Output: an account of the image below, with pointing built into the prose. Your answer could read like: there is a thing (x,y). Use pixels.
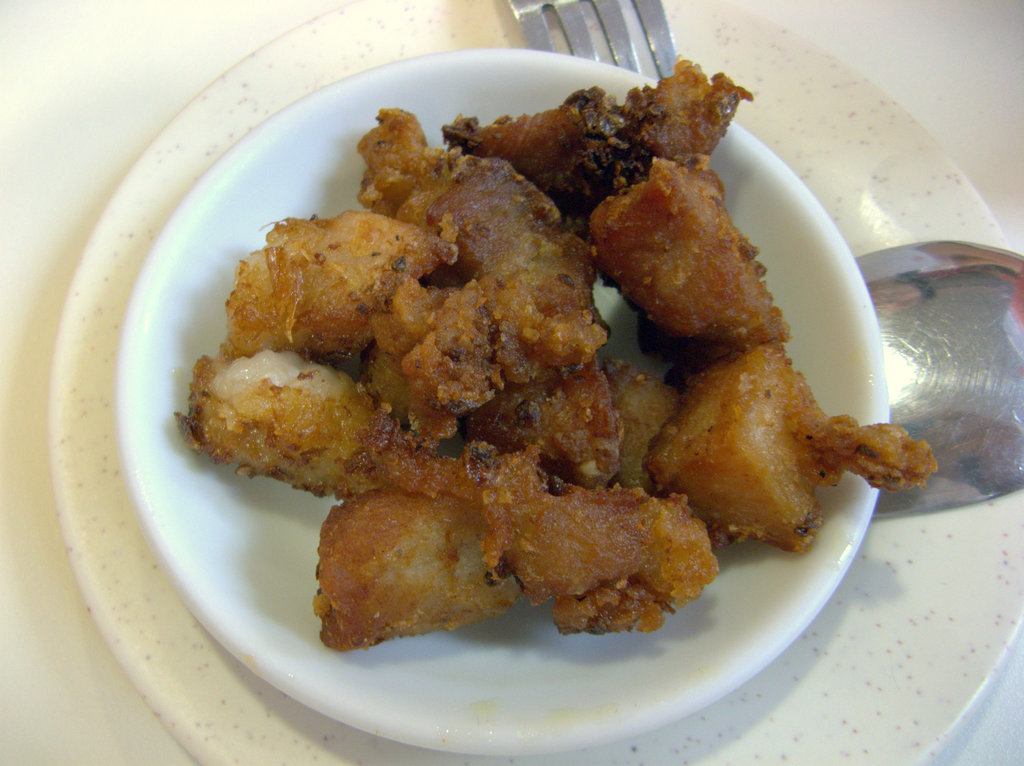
In this image we can see food (704,479), plates (168,713), spoon (937,444), and a fork (635,7) on a white color platform (48,685).
